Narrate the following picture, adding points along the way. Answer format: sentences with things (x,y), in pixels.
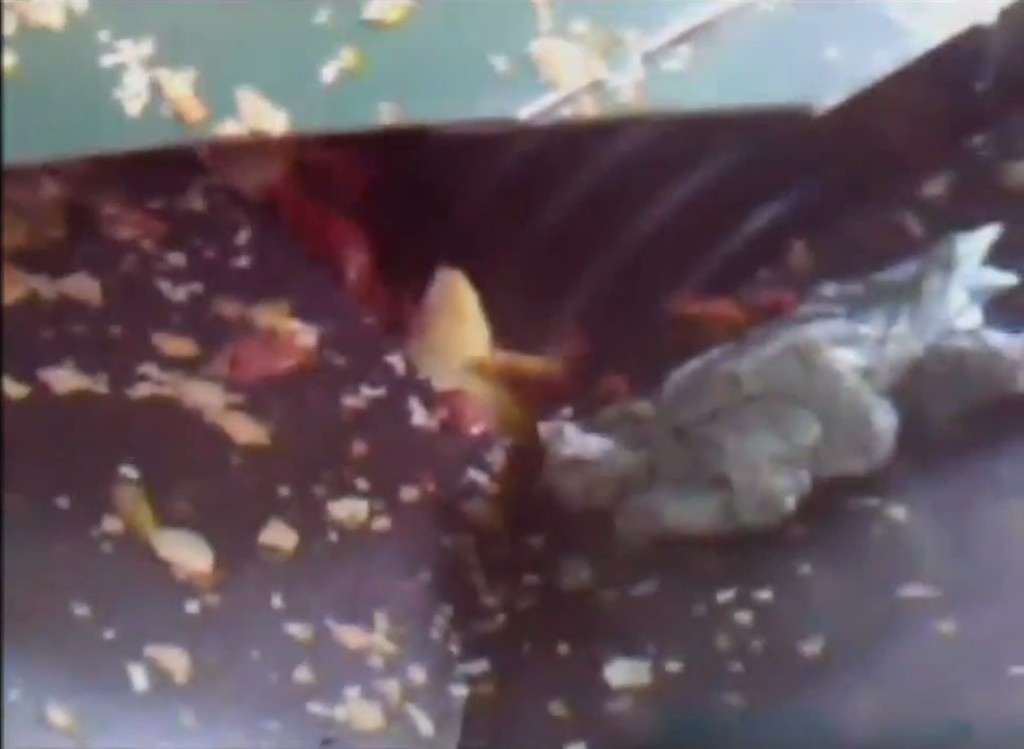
In this picture we observe a dark surface (316,578) scattered with food scraps (339,511).
